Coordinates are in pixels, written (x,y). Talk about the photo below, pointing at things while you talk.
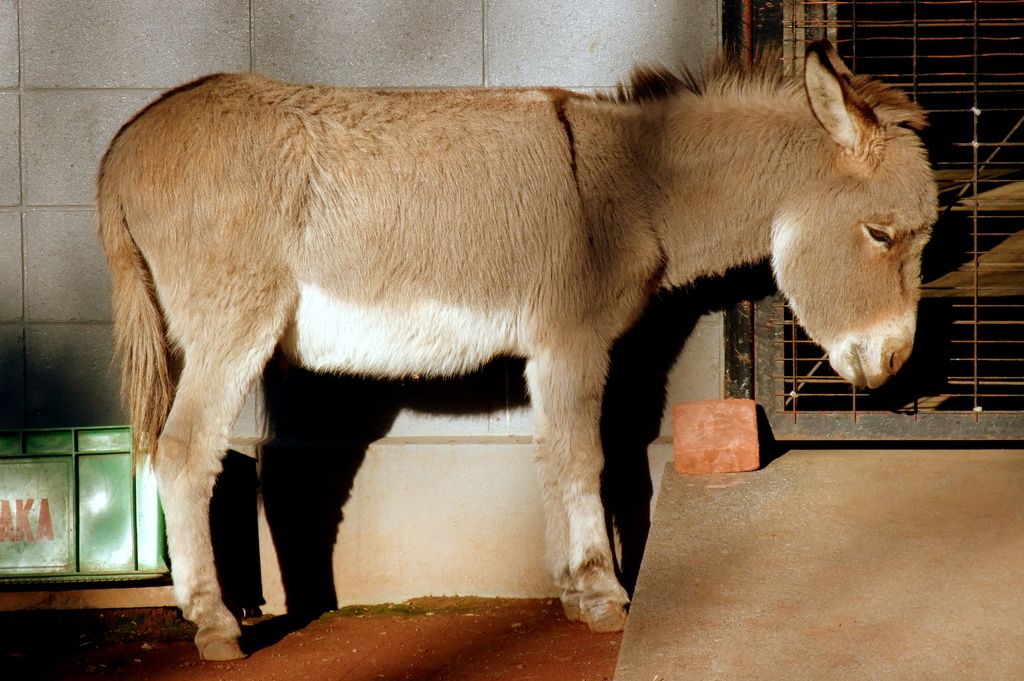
In the picture we can see donkey (319,340), crate (121,501), red color brick (715,446) and in the background of the picture (616,8) there is a wall (452,17), Iron gate (1014,24).
